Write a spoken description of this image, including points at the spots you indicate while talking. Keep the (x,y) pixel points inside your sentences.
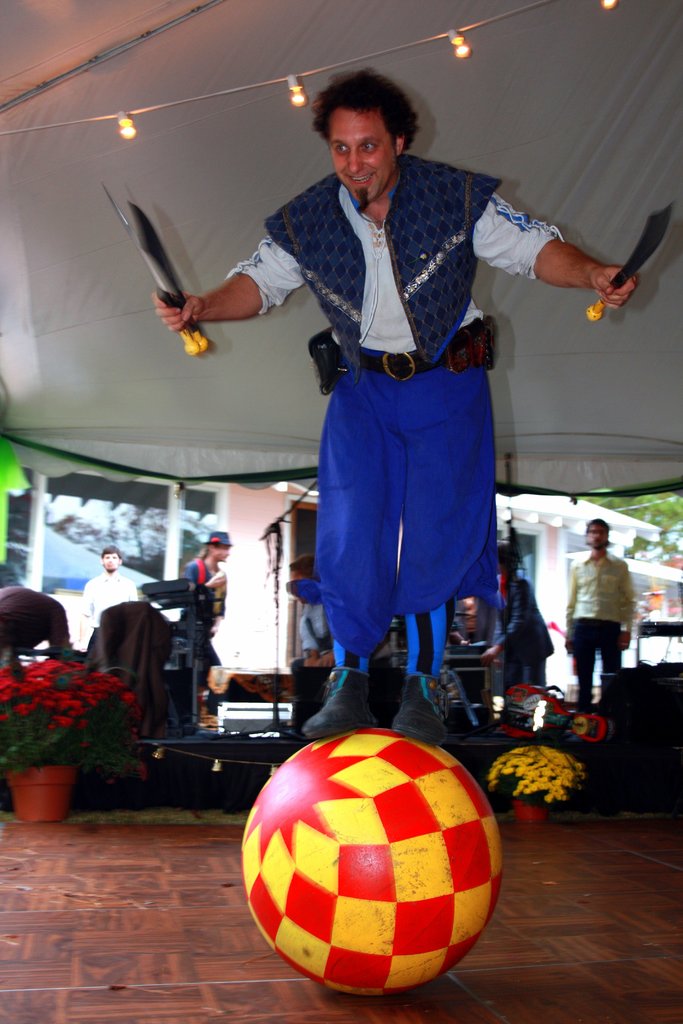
In this image there is a person (416,251) standing on the ball (419,792), which is on the floor (475,964) and he is holding a few objects (596,310) in his hands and above him there are few lights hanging from the tent (427,72). In the background (311,665) there are a few people (503,618) standing, there are few flower pots (101,733), instruments (656,714) and buildings (99,538).
